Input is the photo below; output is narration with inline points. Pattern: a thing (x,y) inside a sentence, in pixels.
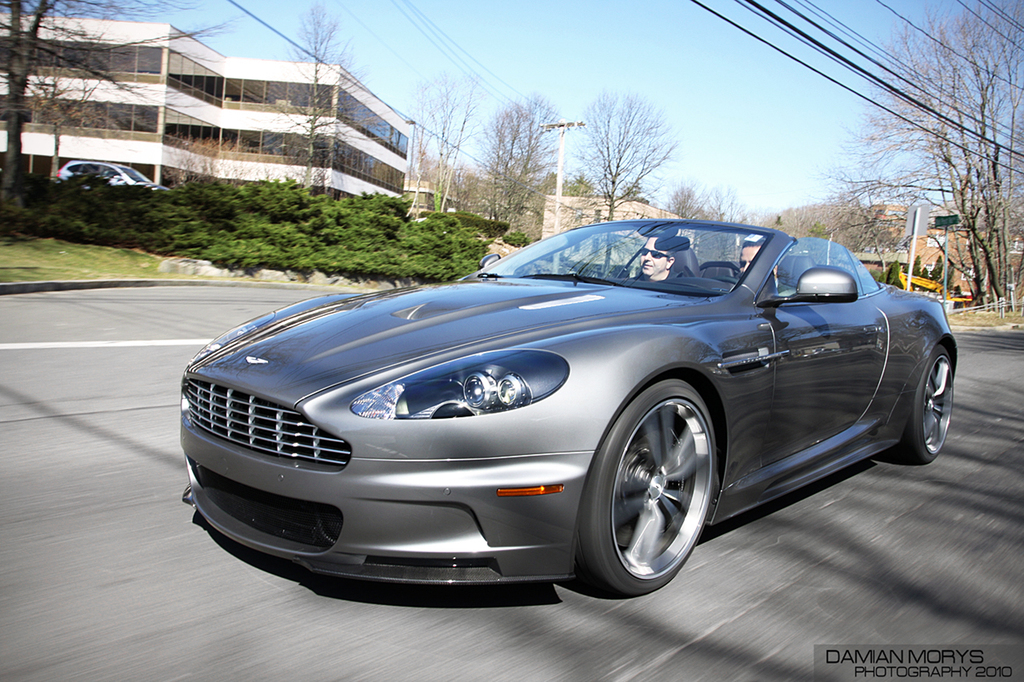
In this image we can see men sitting in the motor vehicle (610,379) on the road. In the background (563,132) there are buildings (380,104), trees (628,151), shrubs (133,207), bushes (468,242), electric poles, electric cables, ground (34,252), motor vehicles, information boards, sign boards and sky (587,37).
